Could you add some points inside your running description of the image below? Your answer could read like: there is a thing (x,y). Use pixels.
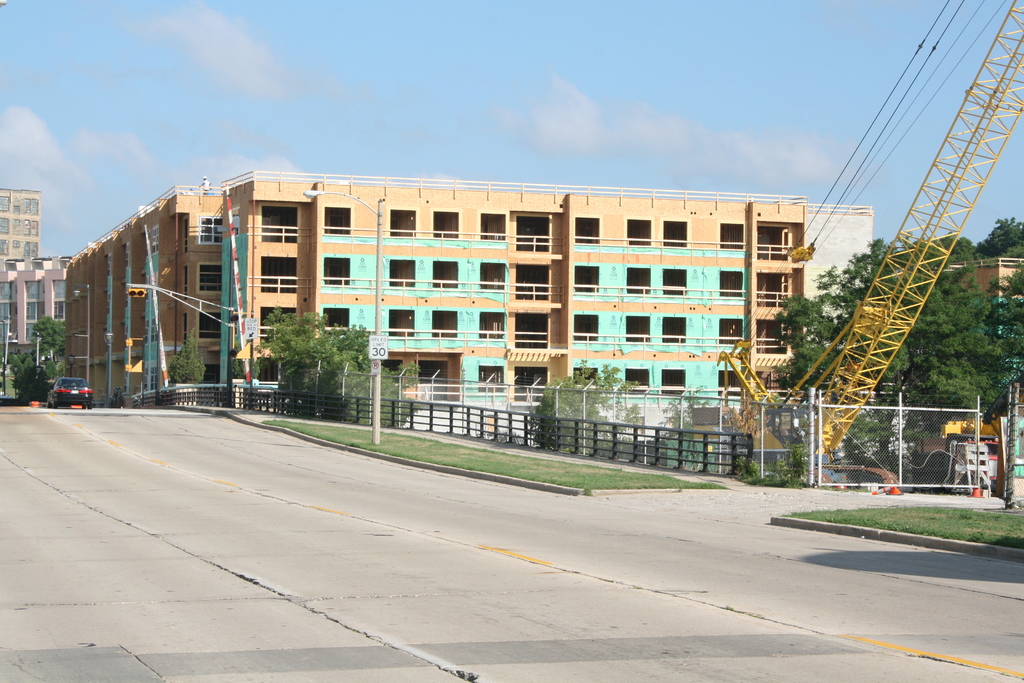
In this picture we can see a vehicle (70,393) on the road (46,452) and on the right side of the vehicle (87,401) there is a fence (356,401), trees (54,375) a pole (380,405) with traffic signals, crane (866,306) and buildings (537,248). Behind the buildings (502,248) there is a sky (510,101).
